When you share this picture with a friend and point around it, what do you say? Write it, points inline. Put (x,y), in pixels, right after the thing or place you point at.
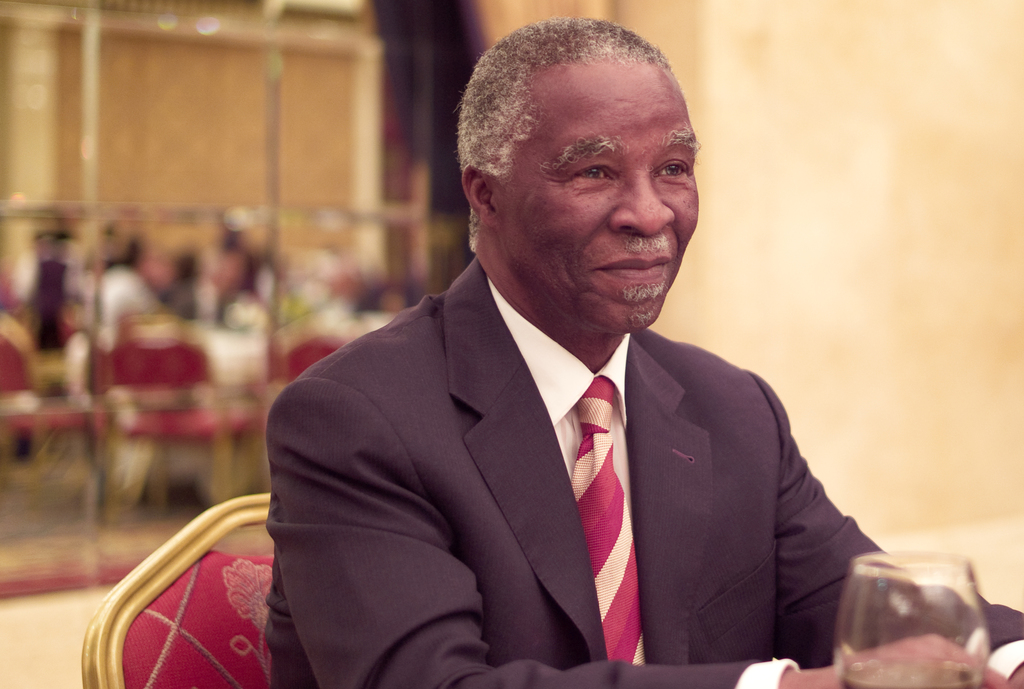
This picture is taken inside the room (705,384). In this image, in the middle (644,424), we can see a man (741,575) sitting on the chair (252,571). On the right side (913,640), we can also see a wine glass (867,582). In the background (242,277), we can see a glass window (424,272). Outside of the glass window (184,189), we can see a group of people (248,291) sitting on the chair (119,381) in front of the table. In the background (225,72), we can also see a wall (233,127).
